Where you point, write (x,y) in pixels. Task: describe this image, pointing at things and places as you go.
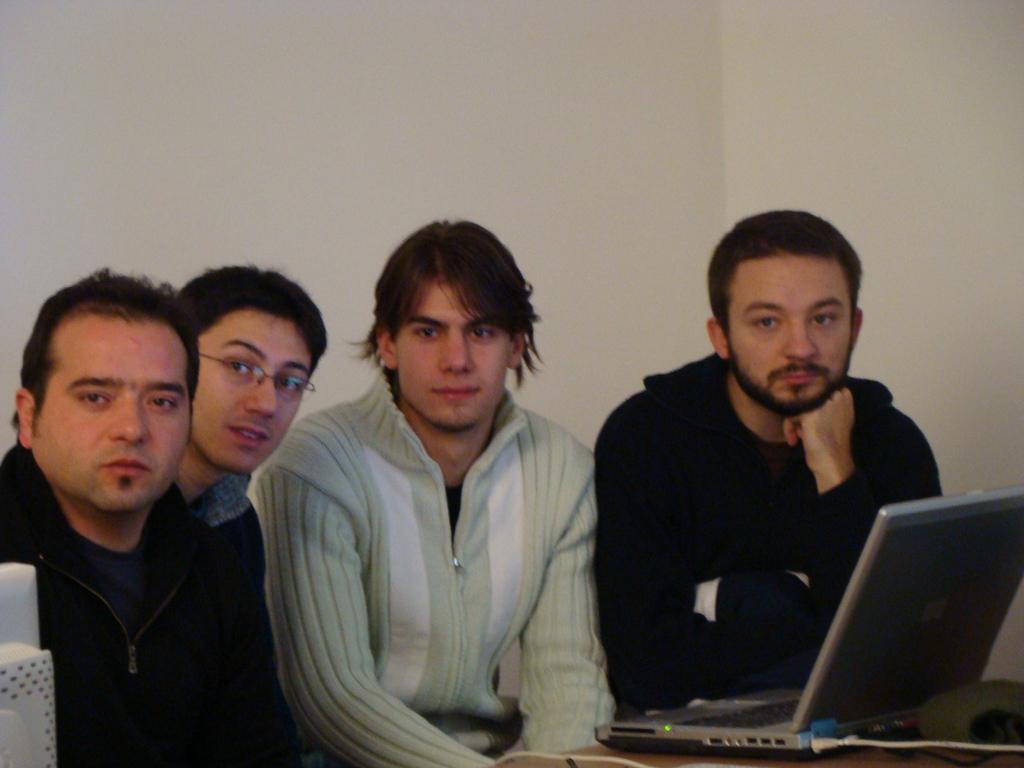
In this picture we can see a laptop (842,717) and a few things (903,746) on the table (883,751). We can see four people (527,590) and the walls (358,228) in the background (311,167).
